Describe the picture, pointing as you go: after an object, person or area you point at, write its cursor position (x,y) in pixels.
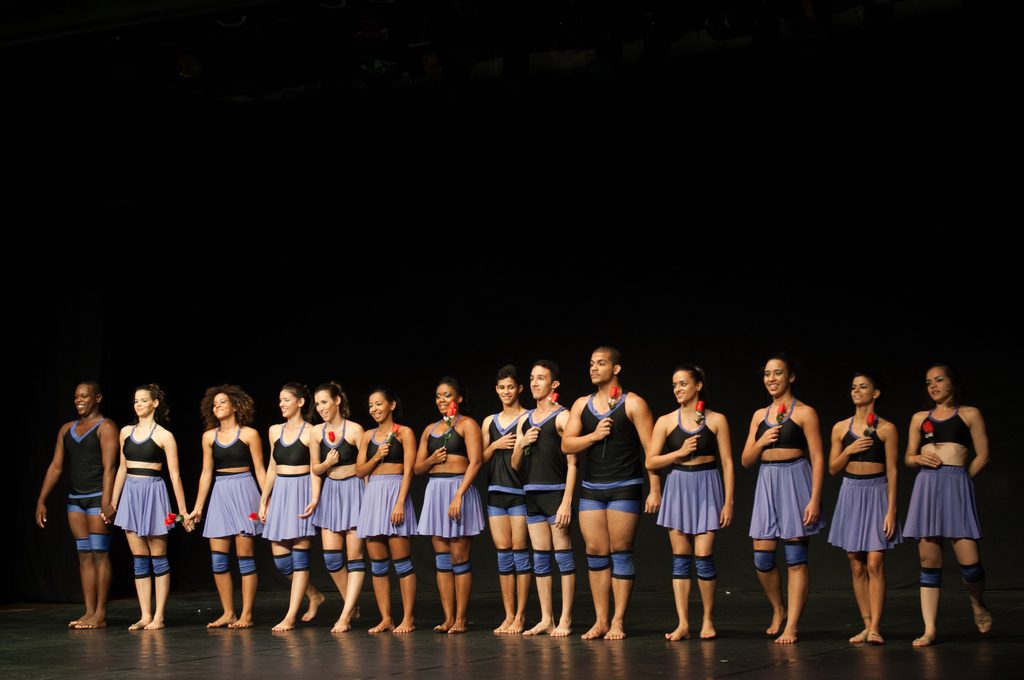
Here I can see few women (876,524) and men (499,432) wearing same dresses (276,503), holding flowers (613,408) in the hands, standing on the stage (419,647), smiling and giving pose for the picture. The background (796,165) is dark.
